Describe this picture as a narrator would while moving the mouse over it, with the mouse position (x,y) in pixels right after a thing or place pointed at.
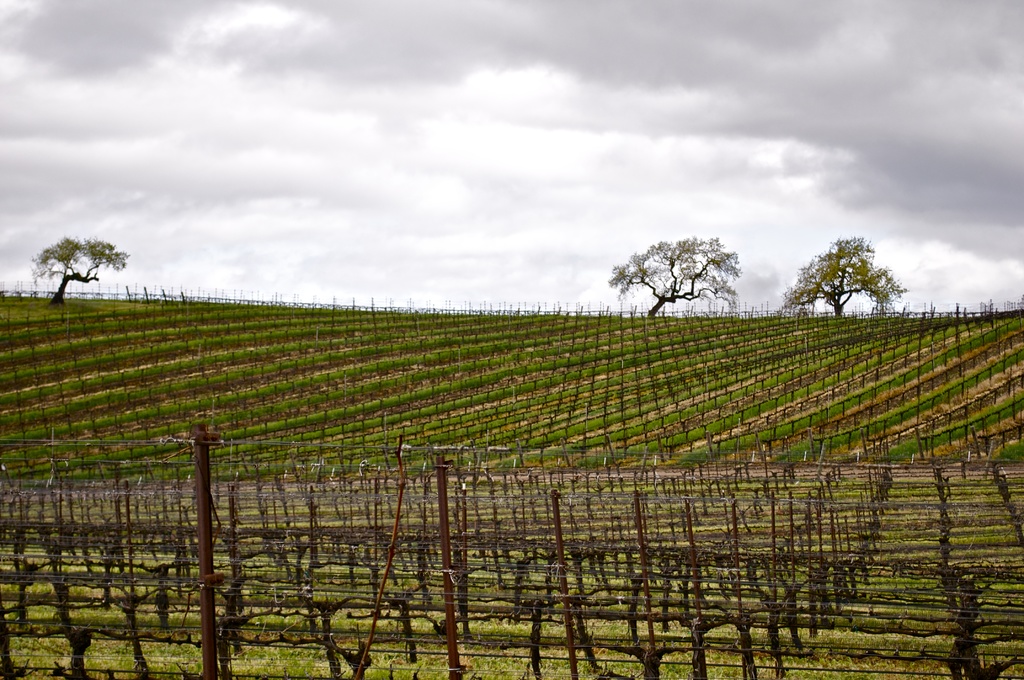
In this image we can see trees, grass (54,368) on the ground (977,333) and we can also see the sky (528,192).
